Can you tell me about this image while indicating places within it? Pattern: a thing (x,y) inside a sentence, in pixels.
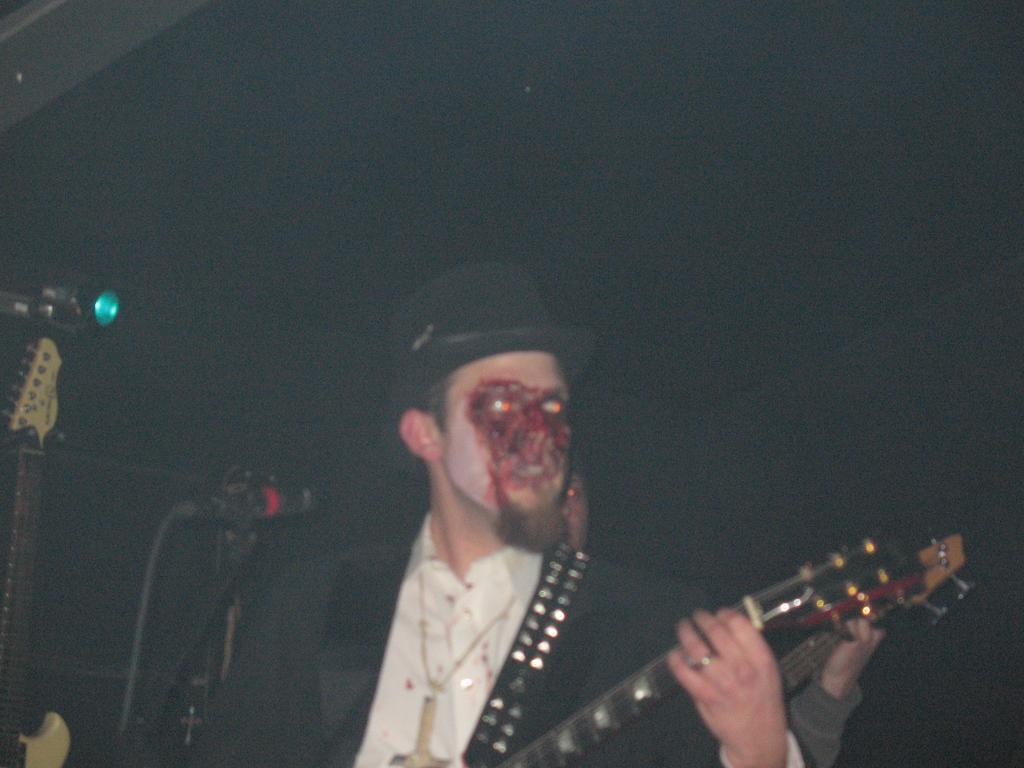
In the image we can see there is a man (460,595) who is holding a musical instrument (875,600) and on his face (535,391) there is blood stain (535,439) and he is wearing a black cap (519,328).
